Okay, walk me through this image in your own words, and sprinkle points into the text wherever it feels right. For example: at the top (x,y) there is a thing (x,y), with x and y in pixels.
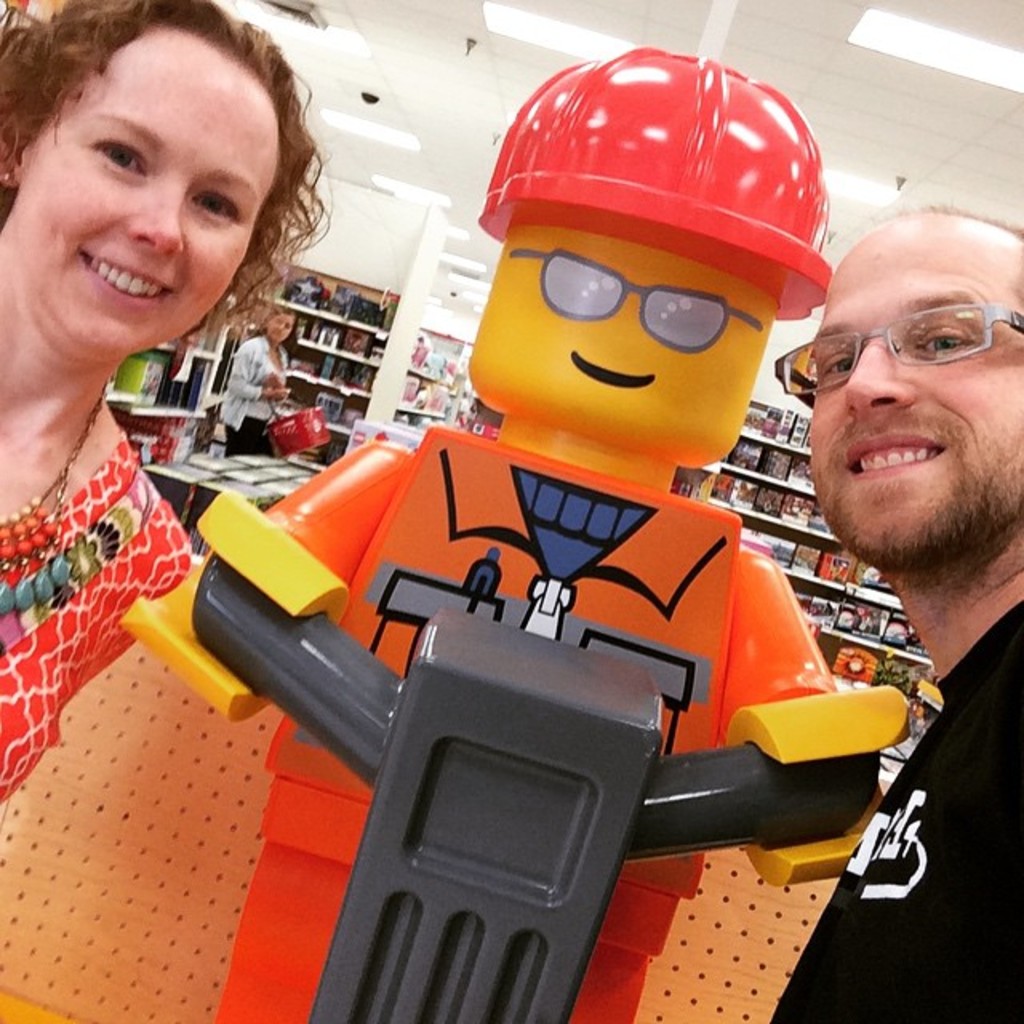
In this image, we can see three people (988,358) and toy (480,694). Background (74,740) we can see so many things (206,351) and objects (318,299). Top of the image (442,98), there is a ceiling (426,95) and lights (570,36). Here we can see a woman (150,556) and man (998,485) are smiling and seeing.
